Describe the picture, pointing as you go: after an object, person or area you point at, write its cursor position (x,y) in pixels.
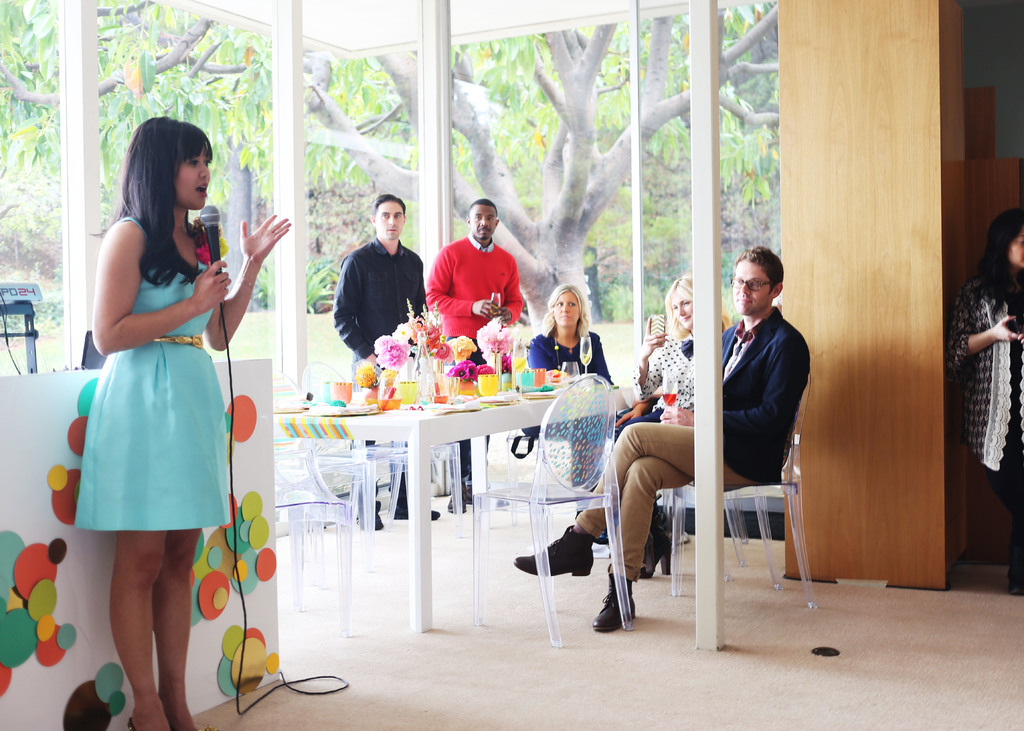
In this image I can see few people (749,268) where three of them are sitting on chairs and rest all are standing. Here I can see she is holding a mic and wearing a blue dress (172,396). In the background (387,441) I can see few more chairs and a table (419,441). On this table (423,424) I can see few glasses (447,385) and few flowers (381,360). I can also see number of trees (476,105).
